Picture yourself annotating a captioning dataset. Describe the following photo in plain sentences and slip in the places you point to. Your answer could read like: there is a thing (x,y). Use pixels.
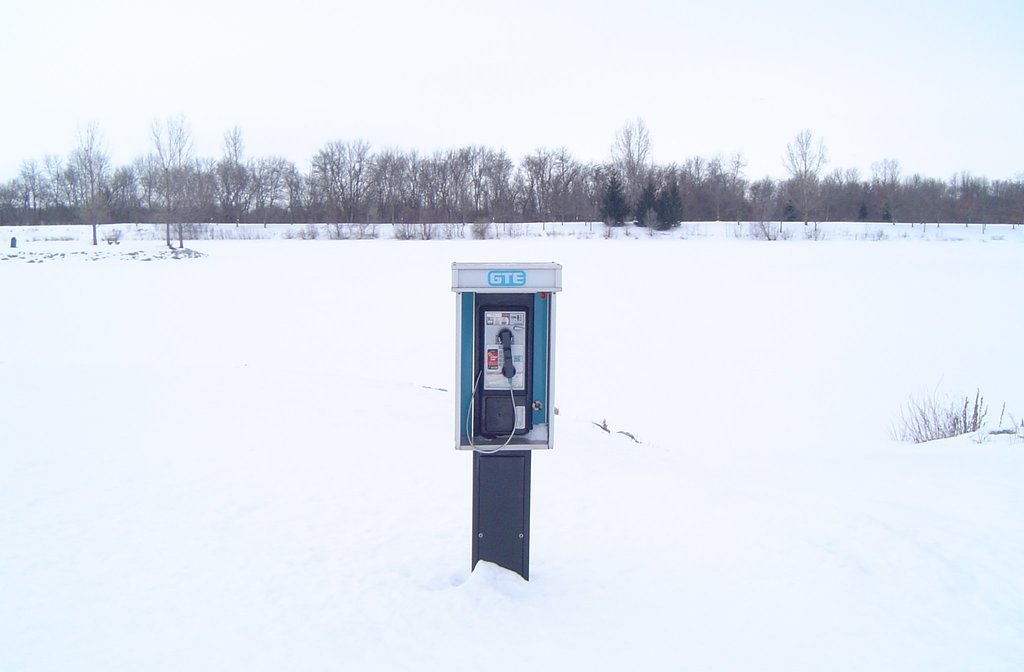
This is an outside view. At the bottom (257,568), I can see the snow (242,495). In the middle of the image (480,362) there is a telephone booth (505,413). In the background (284,214) there are many trees (505,185). At the top of the image (534,83) I can see the sky (94,92).
